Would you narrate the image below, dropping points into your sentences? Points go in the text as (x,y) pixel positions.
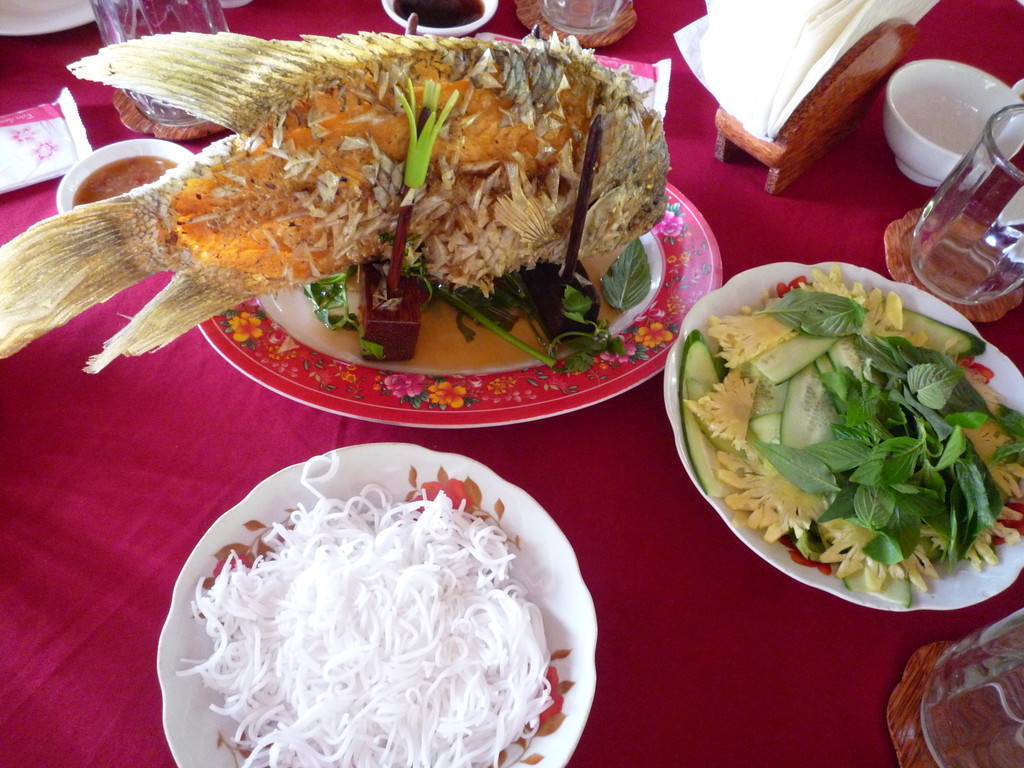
In this image we can see food items (785,337) on the plates (1003,362). There are few objects (721,16) and plates (584,606) placed on the cloth (648,577).
